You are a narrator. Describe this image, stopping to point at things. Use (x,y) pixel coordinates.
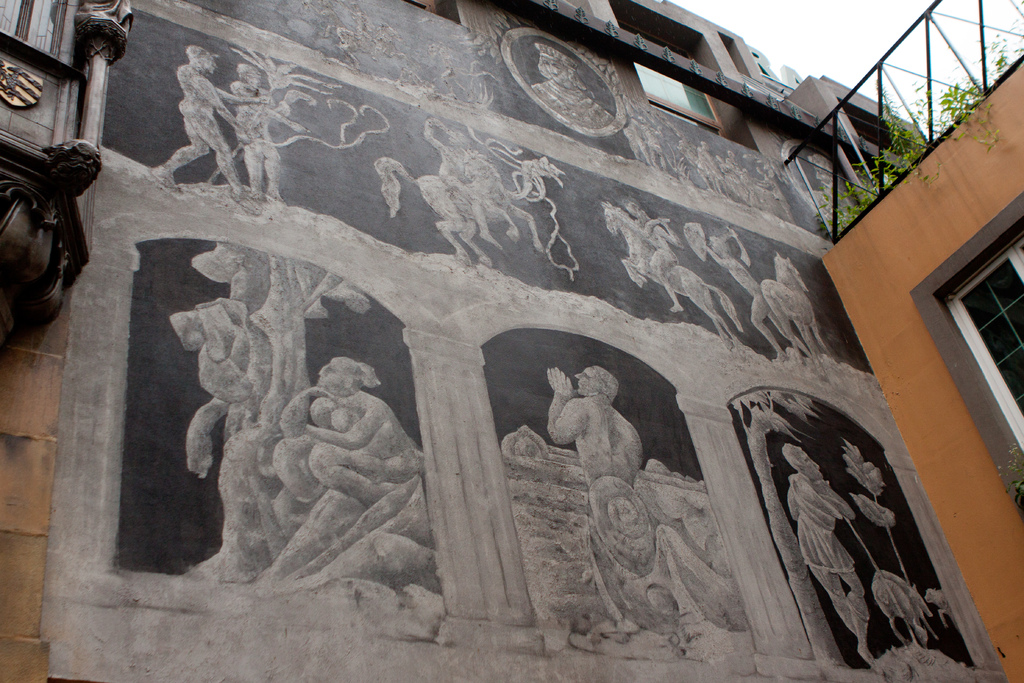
In this image I can see there are paintings (520,406) of statues (356,414) on this wall (515,299). On the right side (885,175) there are plants (969,90) on the building (885,203) and there is a glass window (973,299), at the top (775,30) it is the sky (772,22).
